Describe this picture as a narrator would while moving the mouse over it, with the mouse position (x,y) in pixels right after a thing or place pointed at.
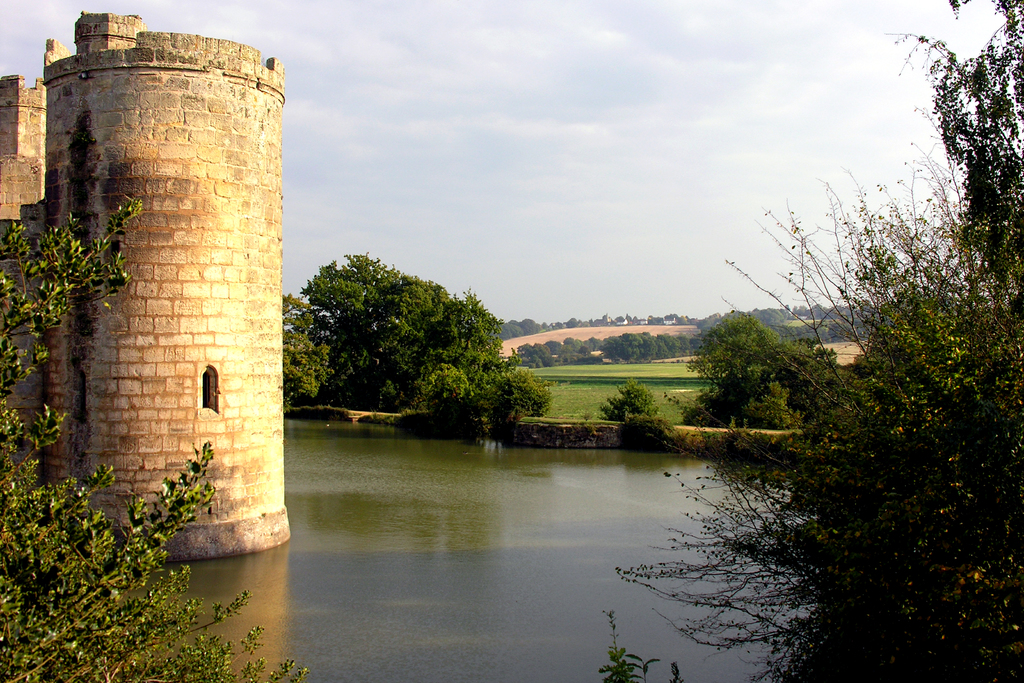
In this image I can see the water (538,518). To the side of the water (536,529) I can see many trees (824,398) and the fort (160,219). In the background (440,254) I can see few more trees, clouds (568,121) and the sky (525,111).
